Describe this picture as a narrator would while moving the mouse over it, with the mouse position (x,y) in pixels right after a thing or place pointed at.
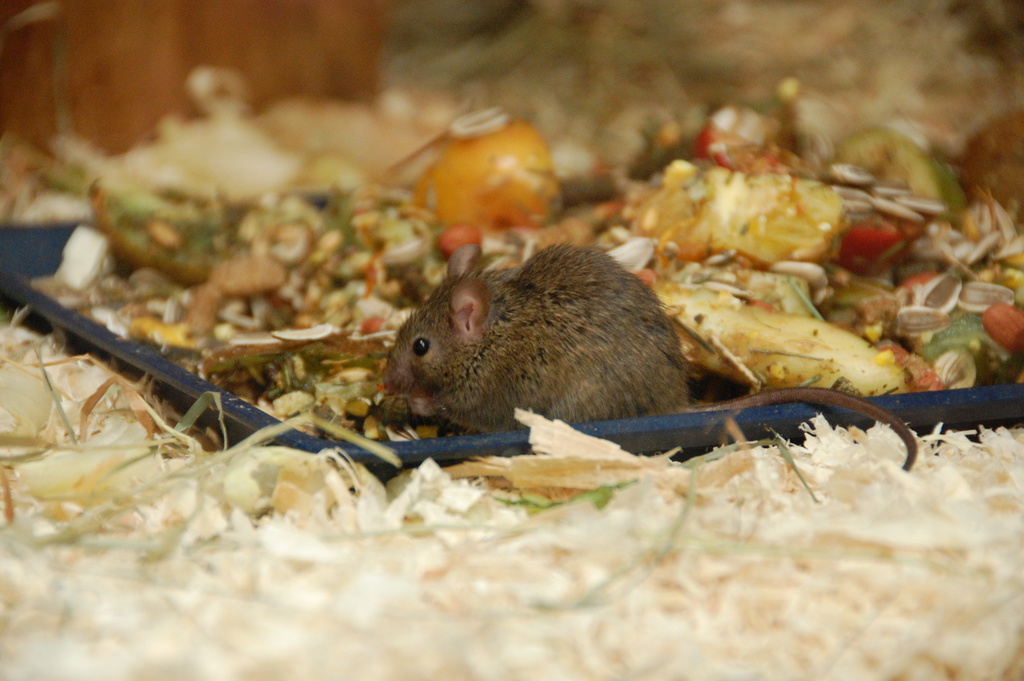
In this image we can see a rat (523,313). There is a garbage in the image. A rat (592,314) sitting on a garbage (707,146).
